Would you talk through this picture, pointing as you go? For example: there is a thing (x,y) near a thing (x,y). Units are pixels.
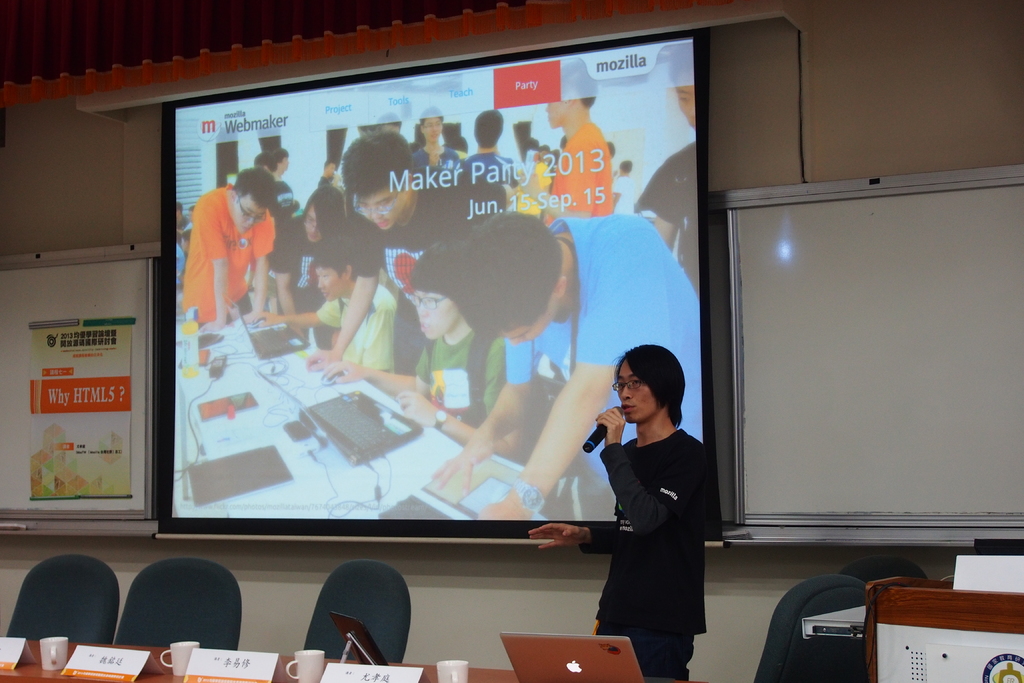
In this picture i could see a person (613,436) holding a mic (598,434) and talking. He is dressed in black, in the background (489,327) i could see a big screen (515,209) in which the people (440,270) are looking to the laptops (358,419) and working on them, in the right side (871,335) there is a white board (833,392) and in the left bottom of the picture (134,613) there are some green chairs (108,627) and table (278,679) and white colored cups (315,669) and name plate (377,678) and even a laptop (563,667). In the right corner of the picture (950,640) there is a podium (950,633).
